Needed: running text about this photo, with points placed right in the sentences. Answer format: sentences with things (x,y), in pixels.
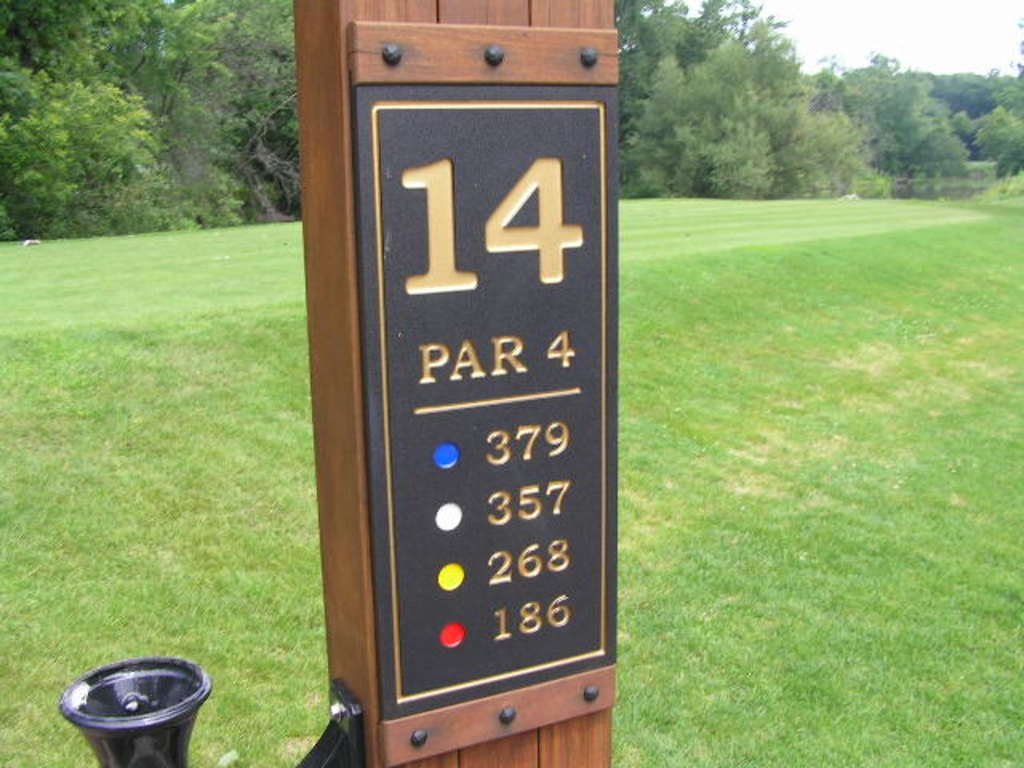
In this image there is a wooden pole (484,1), on that wooden pole (527,709) some numbers (430,276) are written, behind the wooden pole (365,112) there is green grass land (962,720) and trees (965,84).
